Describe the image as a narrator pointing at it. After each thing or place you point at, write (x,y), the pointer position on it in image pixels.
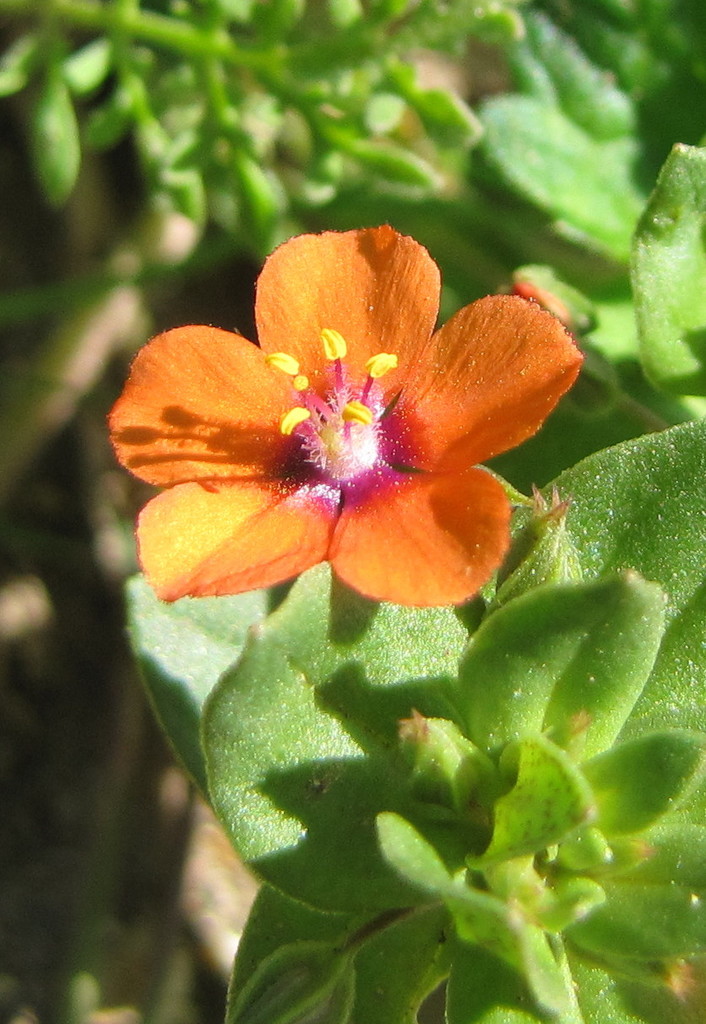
In the foreground of the picture (348,534) we can see leaves (437,861) and flower (303,428). In the background (106,198) there is greenery (426,122) and mostly it is blurred.
